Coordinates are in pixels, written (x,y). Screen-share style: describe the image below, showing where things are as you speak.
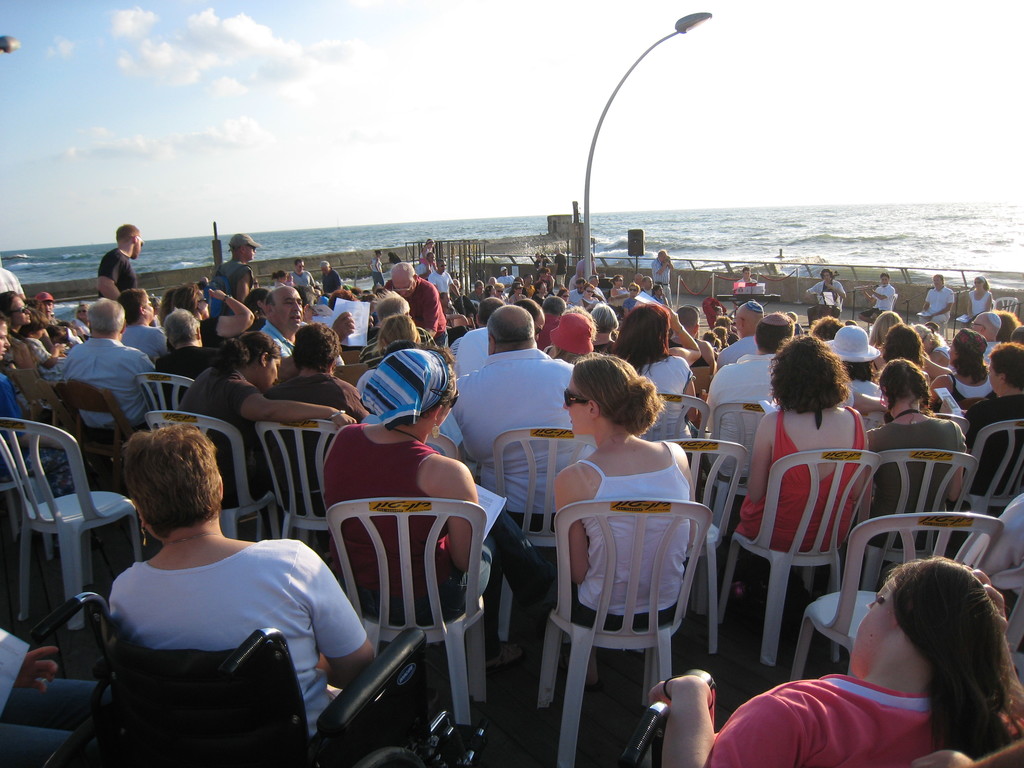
In this image I can see many people (694,732) seated on white chairs (798,664). A person (301,562) is sitting on a wheelchair (115,753) at the front (193,757). There is a light pole (586,244) and water (660,238) at the back (851,236). There is sky (351,119) at the top (366,119).
